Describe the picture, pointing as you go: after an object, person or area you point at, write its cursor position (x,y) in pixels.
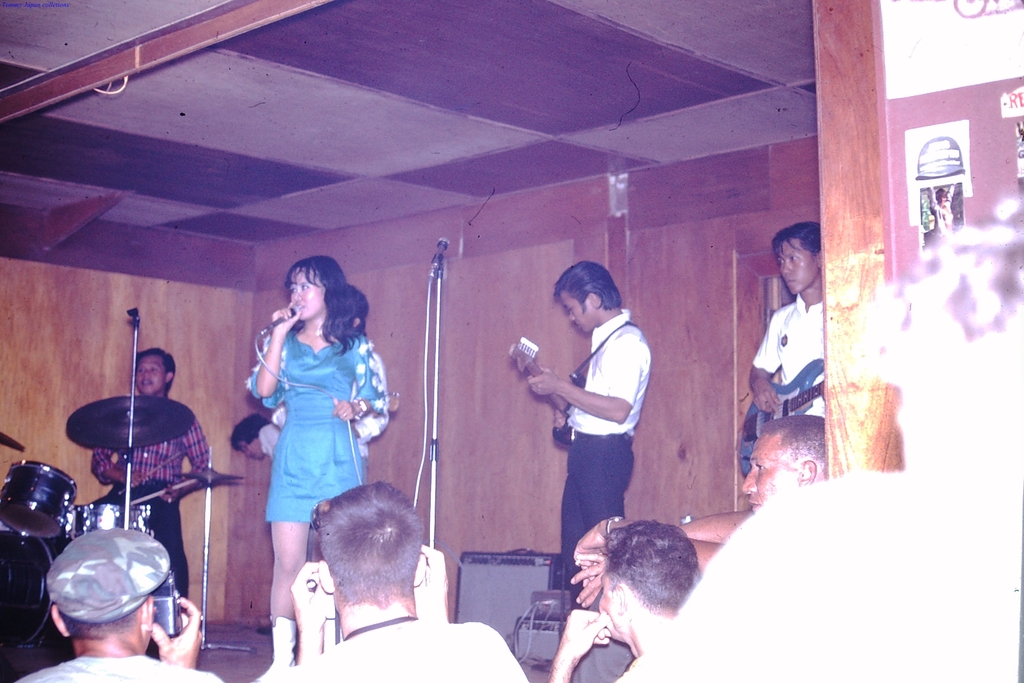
In this image i can see few people (160,635) down the stage (228,661) holding camera (178,617) in their hands (196,614). On the stage (211,624) i can see few people (291,495) standing and holding musical instruments (562,427) in their hands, i can see microphones (437,351) in front of them in the background (573,346) i can see the wall (494,259) and the roof (323,125).
